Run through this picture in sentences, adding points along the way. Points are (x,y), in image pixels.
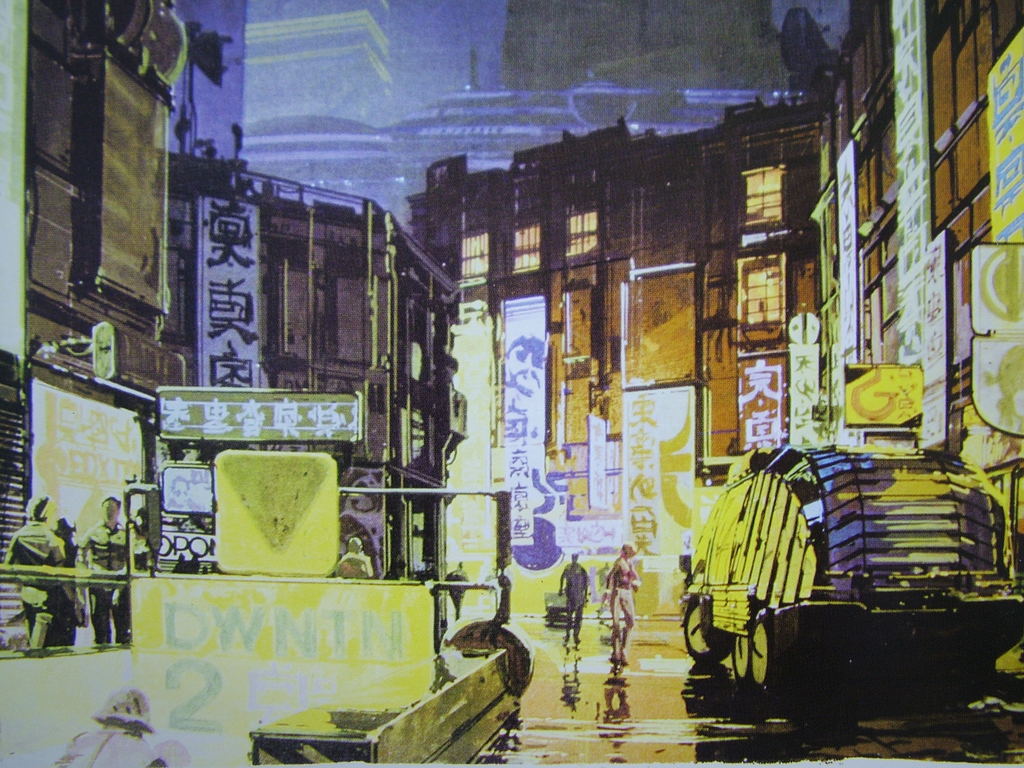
This image is an edited image. In the middle (444,352) there are people (640,578), vehicles (785,570), buildings (672,364), posters (200,495), text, road (656,692), windows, signboards (305,517), subway (233,706) and lights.
